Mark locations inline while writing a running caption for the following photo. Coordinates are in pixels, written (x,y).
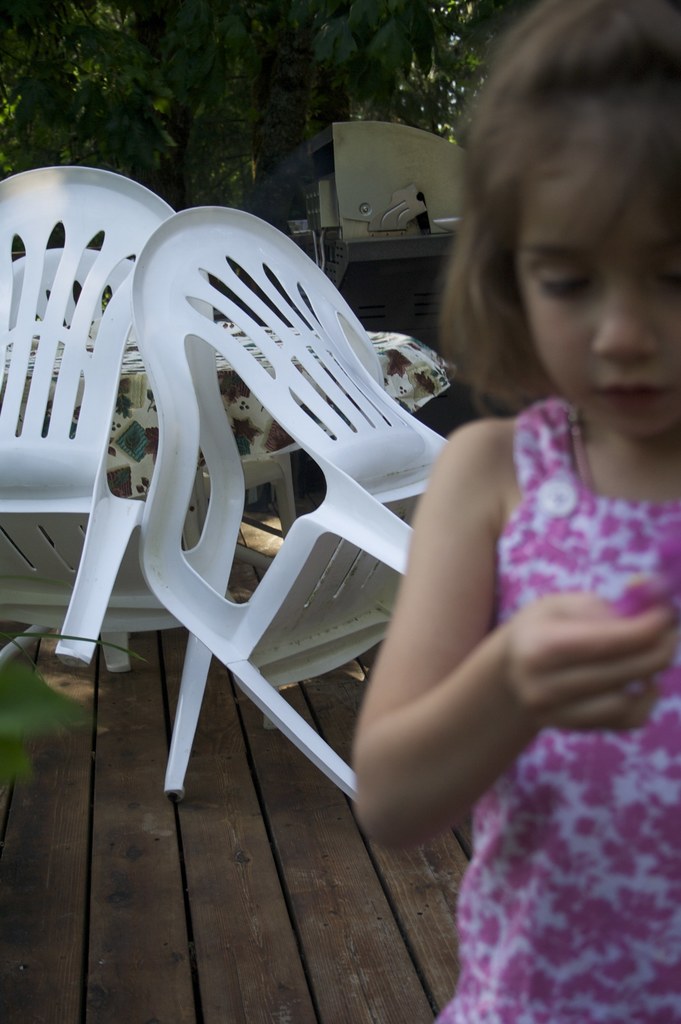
Here in the right side (609,81) we can see a girl (411,711) and behind her we can see a couple of chairs (276,419) and table (394,361) present and there are also trees (269,143) present.
